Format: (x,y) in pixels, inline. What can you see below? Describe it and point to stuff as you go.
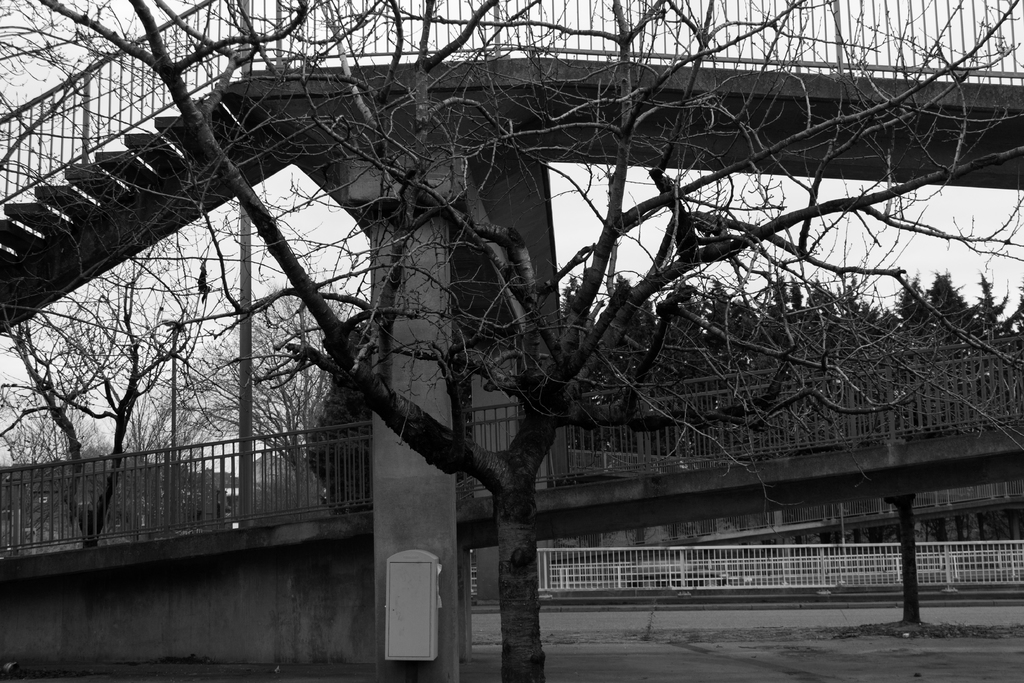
In this image there are a group of trees (458,408) and there is a railing (898,394), at the top (490,57) it looks like a bridge (356,115) and railing (54,181) and staircase (110,162). And at the bottom (548,580) also there is railing (939,569) and walkway (831,641), rods (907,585) and some poles (248,434).
